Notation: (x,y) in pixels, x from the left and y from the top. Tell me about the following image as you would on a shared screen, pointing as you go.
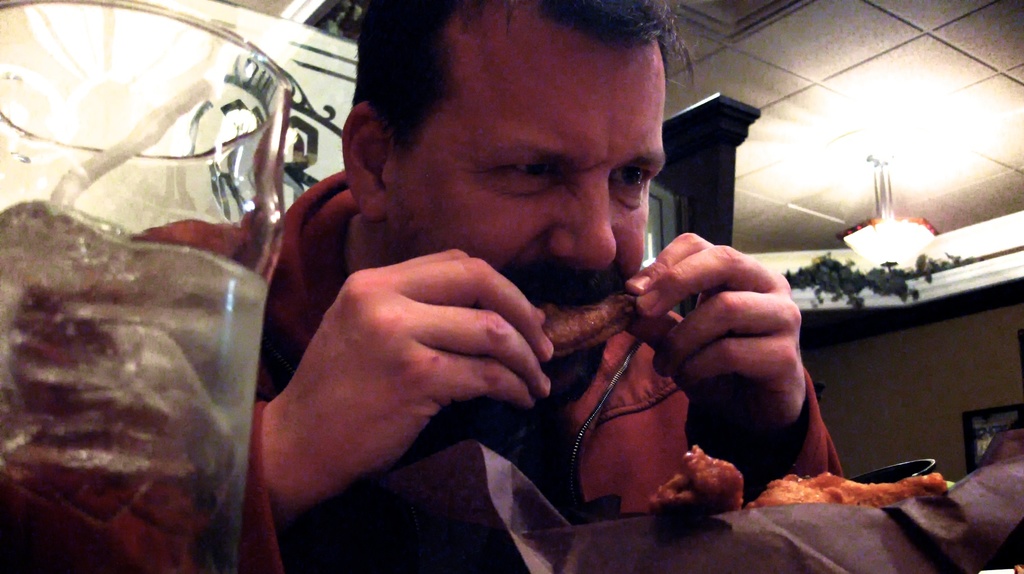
In this picture we can see a man (525,242) eating food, on the left side (220,367), there is a glass (123,335), we can see a wall (878,383) in the background (897,390), there is ceiling (822,88) and a chandelier (891,234) at the top of the picture (826,50).
